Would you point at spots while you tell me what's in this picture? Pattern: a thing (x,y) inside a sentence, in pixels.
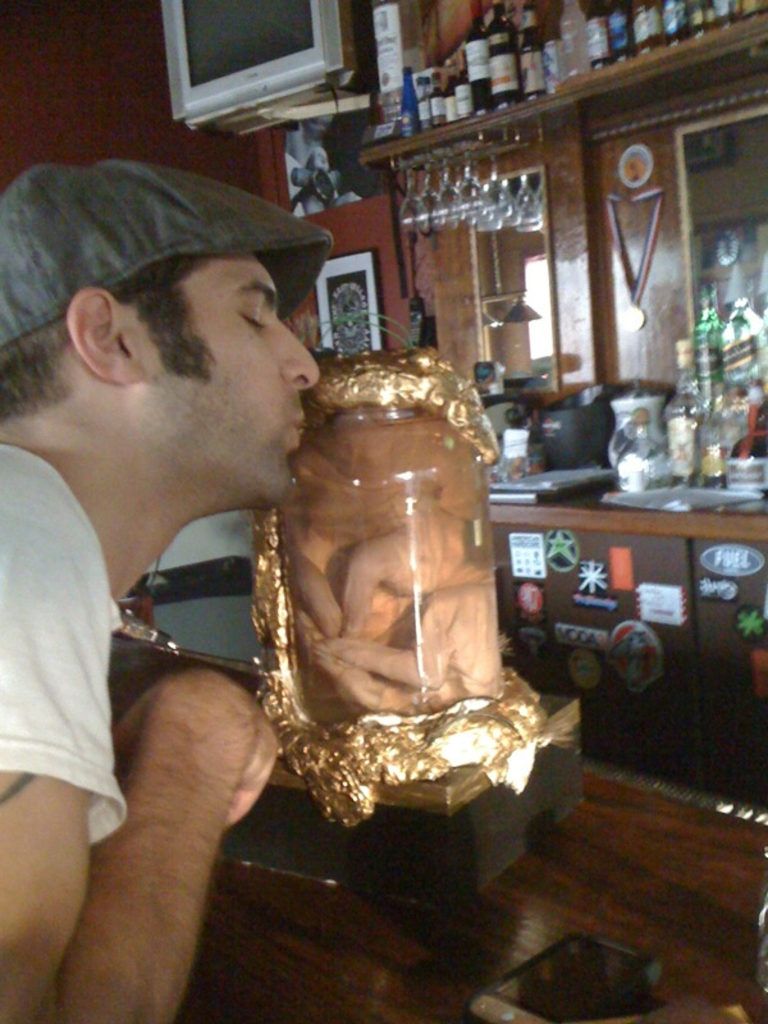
In the picture I can see a person (116,542) is wearing a hat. I can also see glass object (336,670). In the background (585,398) I can see bottles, glasses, a TV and some other objects (753,504) on the table (664,528).
